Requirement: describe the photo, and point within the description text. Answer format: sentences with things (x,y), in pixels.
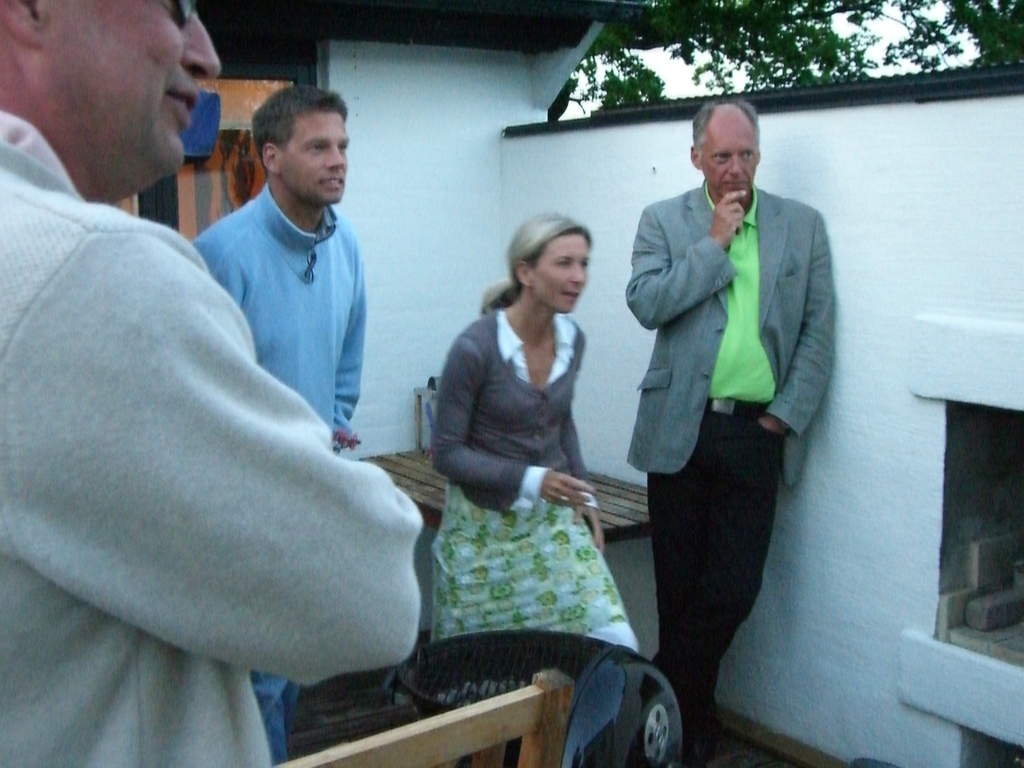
In this picture we can see some people (276,551) are standing in the balcony (388,133) and talking each other.
